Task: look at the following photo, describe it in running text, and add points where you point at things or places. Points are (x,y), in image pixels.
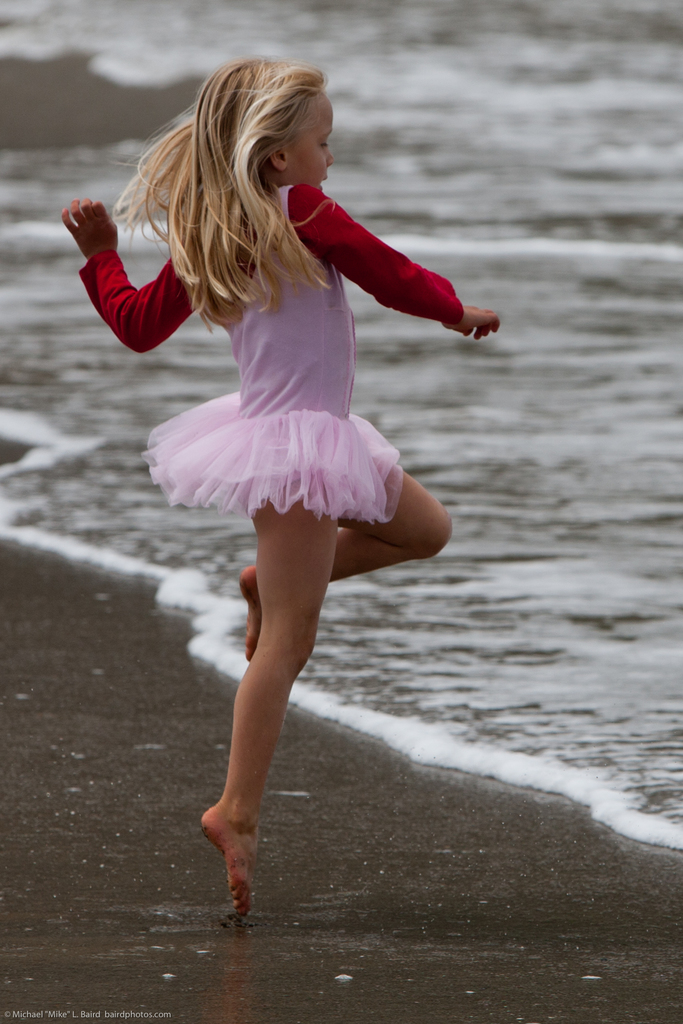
In the center of the image (368,538) there is a girl (163,478) on the sea shore (230,924). In the background of the image (596,333) there is water (454,138).
